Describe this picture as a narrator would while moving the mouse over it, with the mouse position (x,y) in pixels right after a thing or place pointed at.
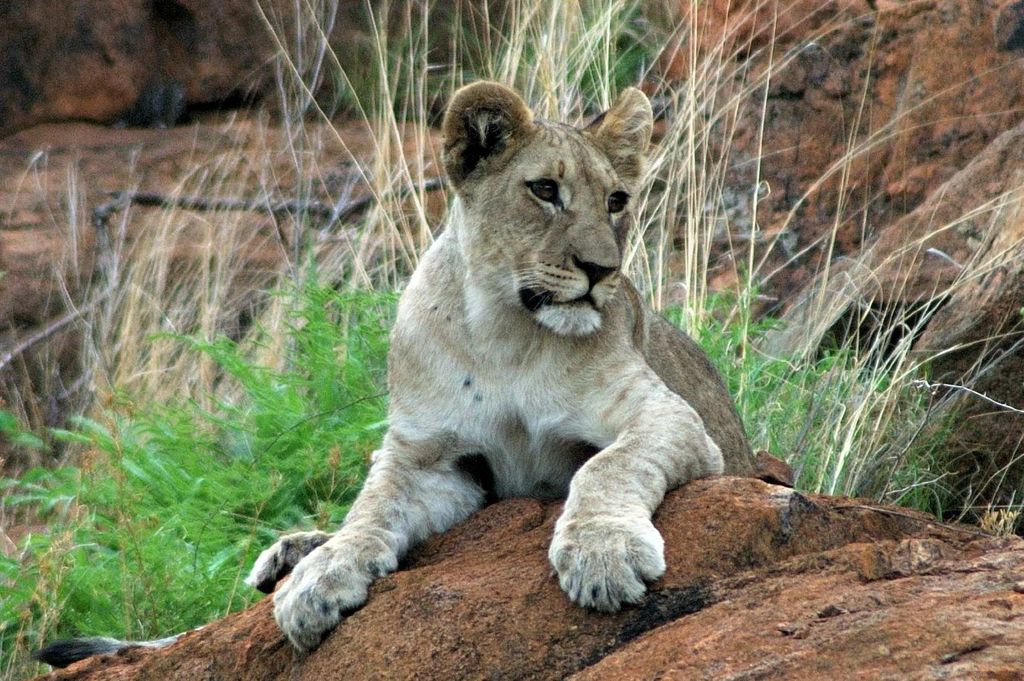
In this picture there is a lion (464,511) in the center of the image (539,423) on the rock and there is grass (714,184) behind it.
